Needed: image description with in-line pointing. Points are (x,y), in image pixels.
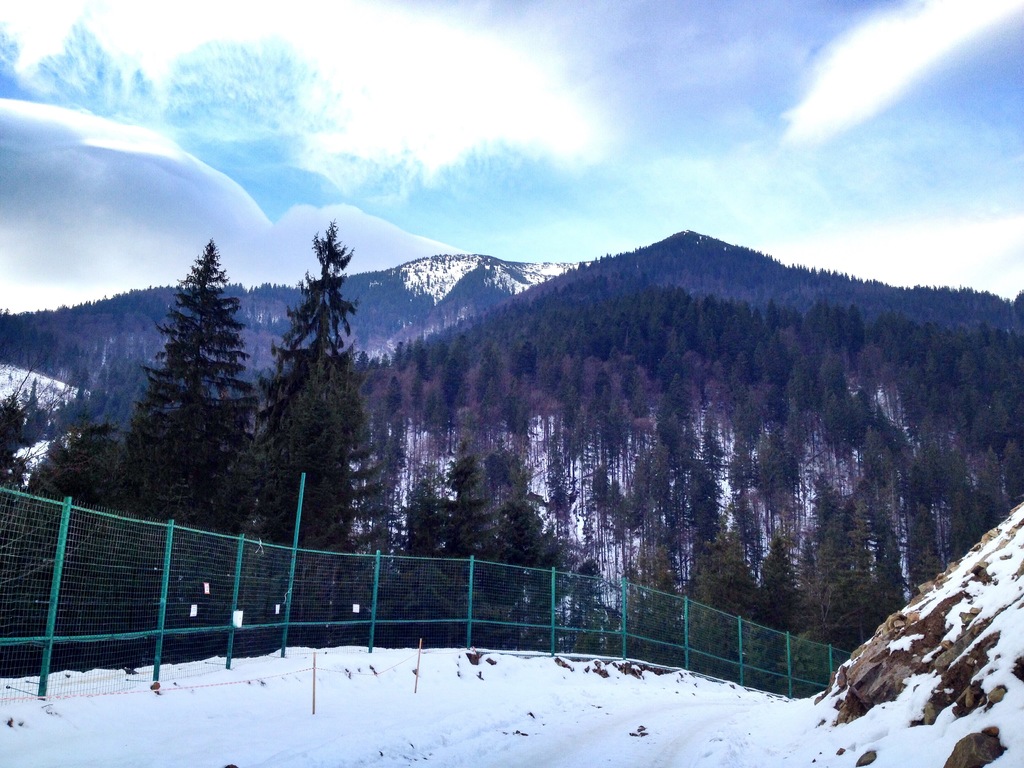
This is snow (458,701) and there is a fence (612,650). Here we can see trees (366,482) and a mountain (670,280). In the background (763,11) there is sky (460,205) with clouds (151,119).
